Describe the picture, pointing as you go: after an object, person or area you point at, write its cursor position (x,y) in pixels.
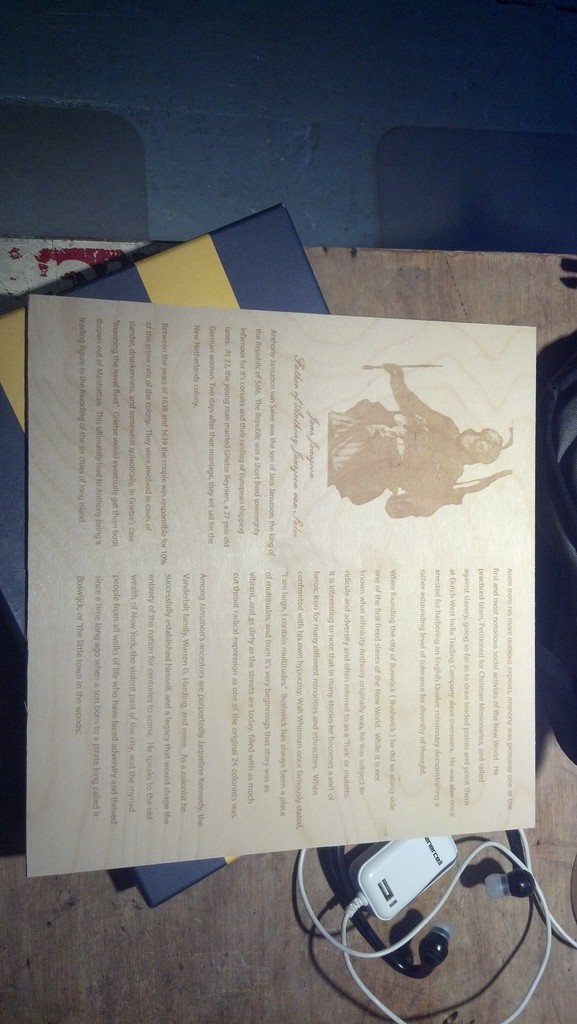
This image consists of books (294,256) kept on a wooden table (204,951). At the bottom (259,941), there is a table (213,948). To the bottom right (419,938), there are earphones (430,965) along with a charger (418,888).
